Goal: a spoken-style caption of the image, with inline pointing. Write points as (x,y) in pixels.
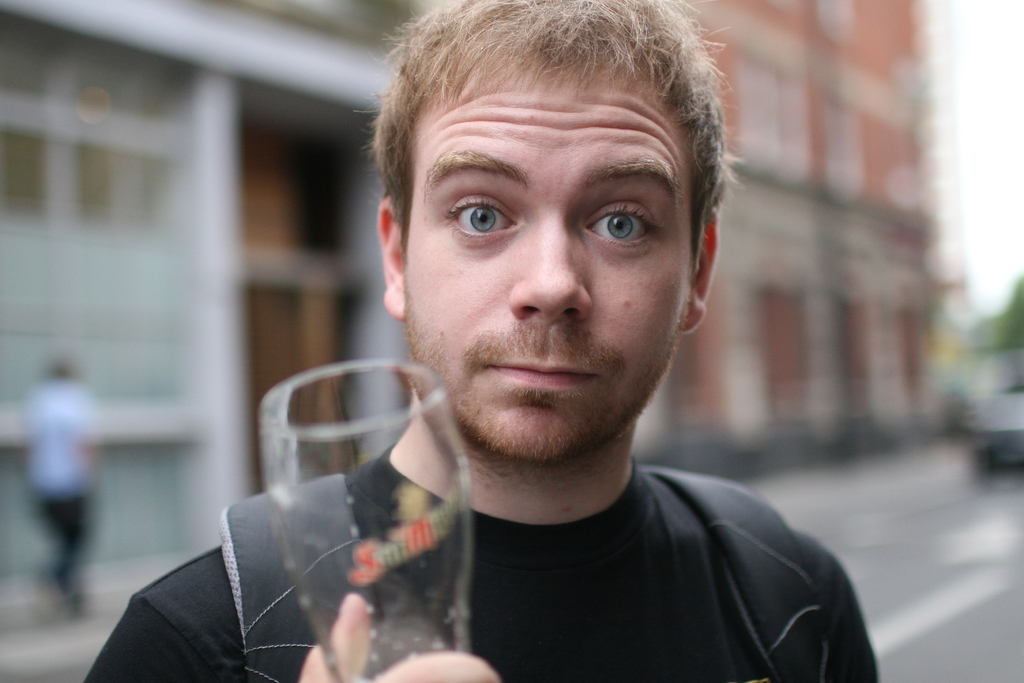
In this image, we can see a person (642,551) is holding a glass (399,499) and watching. Background (185,53) we can see blur view. Here we can see wall (876,145), human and road (875,494).
